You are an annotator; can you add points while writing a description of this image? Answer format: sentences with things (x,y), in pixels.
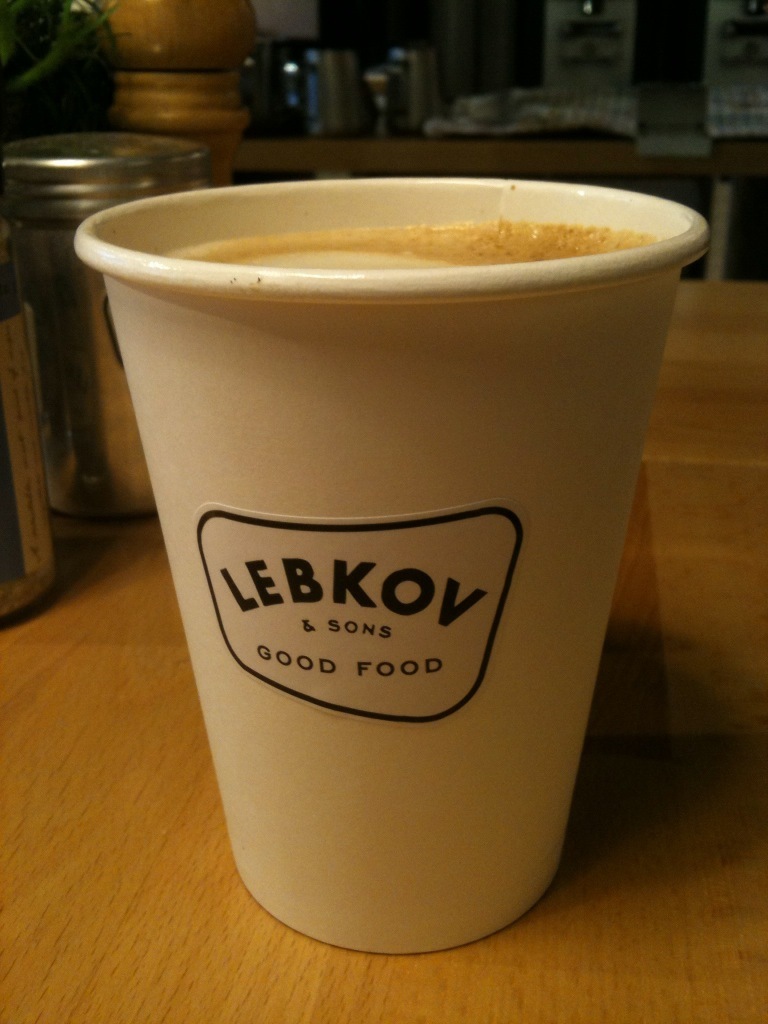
In this picture, we see cup (451,455) containing coffee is placed on the table (166,858). We see a white sticker (366,716) with text (307,566) written as "LEBKOV & SONS. GOOD FOOD" is pasted on the cup (349,573). Behind that, we see steel boxes (44,326) are placed on the table (76,537). In the background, we see a table (409,159) on which vessels (416,107) are placed. It is blurred in the background (564,129).
